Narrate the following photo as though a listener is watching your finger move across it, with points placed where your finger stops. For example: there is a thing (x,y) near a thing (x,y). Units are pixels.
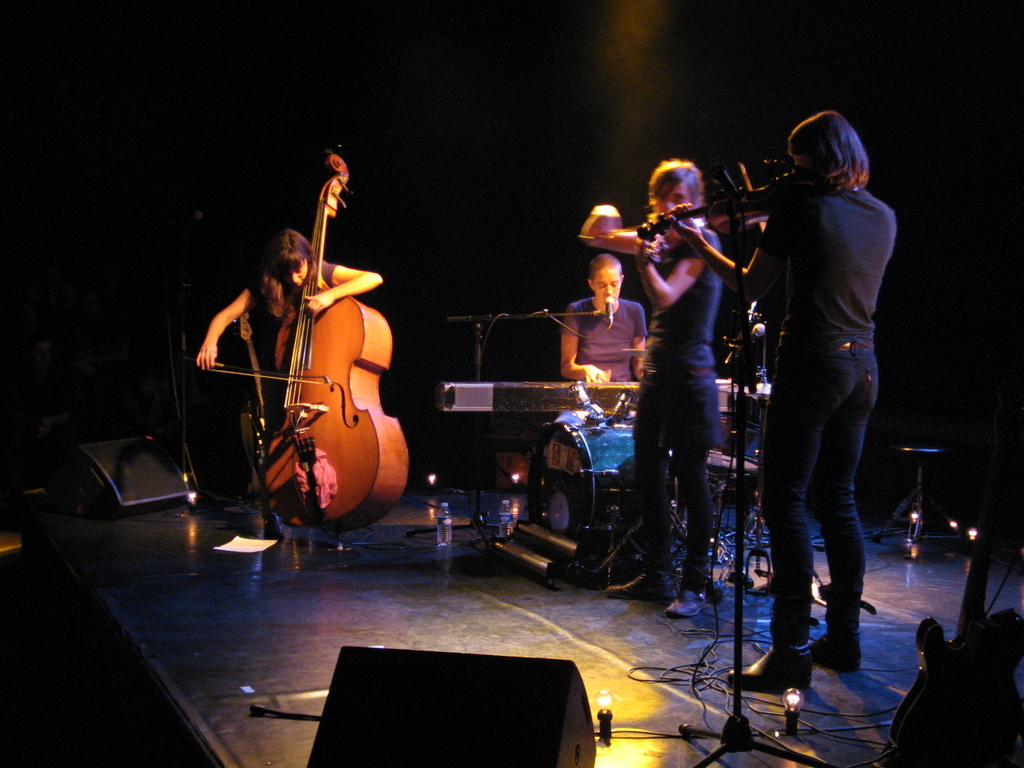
In the picture we can see some people (845,250) are playing a musical instruments (361,369) on the stage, in the background (185,281) there is a black wall (144,395).
